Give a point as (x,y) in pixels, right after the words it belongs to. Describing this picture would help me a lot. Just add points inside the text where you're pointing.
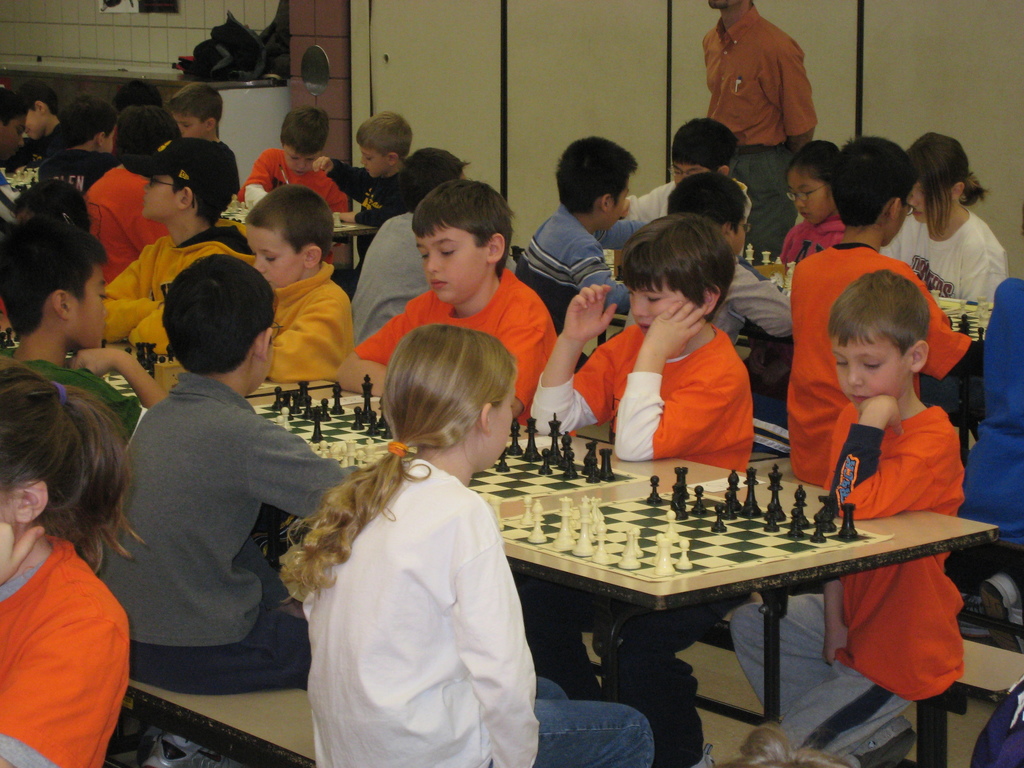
The picture is taken inside a room (486,142). There are many kids (217,581) sitting on chair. They are playing chess. It is looking like a chess tournament is going on. A man (774,49) is standing in the background (753,58).
